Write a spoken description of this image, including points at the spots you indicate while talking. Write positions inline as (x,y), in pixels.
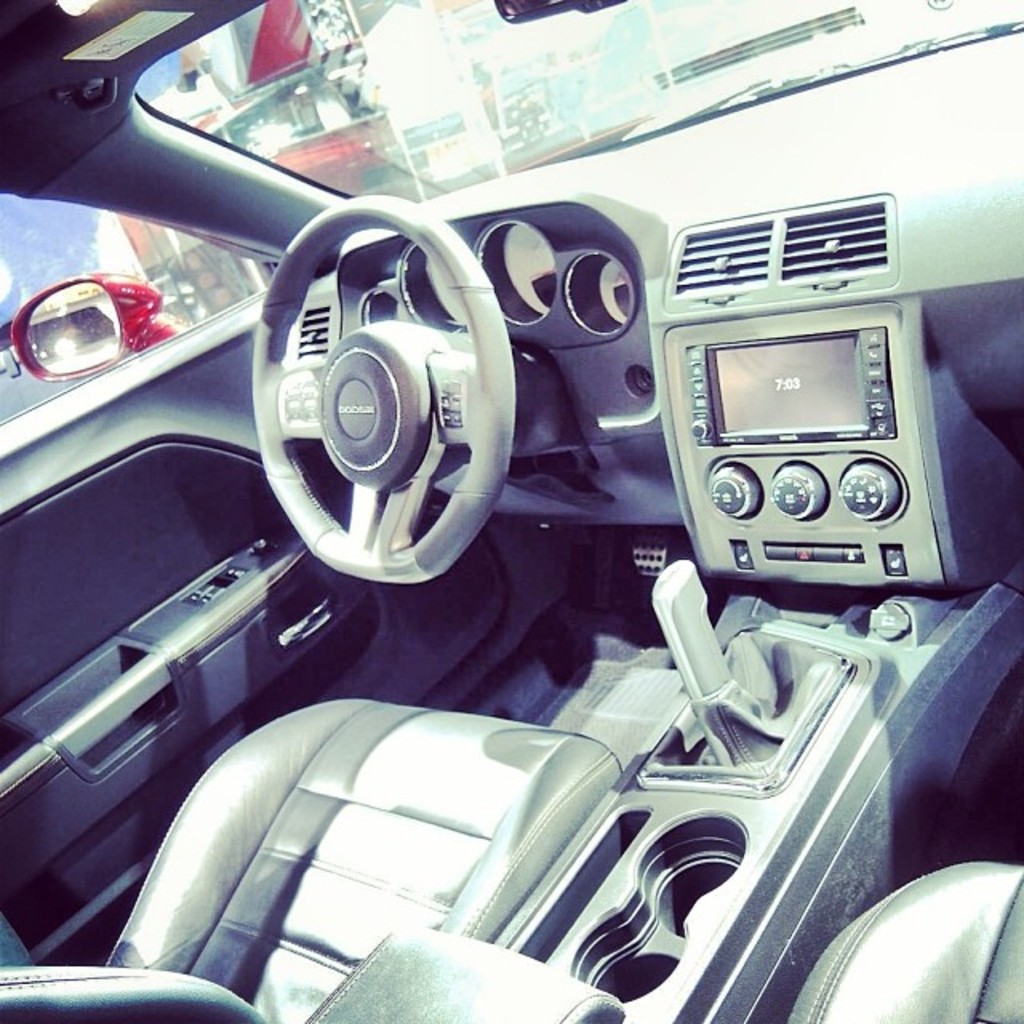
We can see inside of the vehicle (445,628) and we can see steering wheel (413,464), gear rod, radio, seat (994,907) and glass windows (139,257), through this window (93,274) we can see side mirror (62,282).
